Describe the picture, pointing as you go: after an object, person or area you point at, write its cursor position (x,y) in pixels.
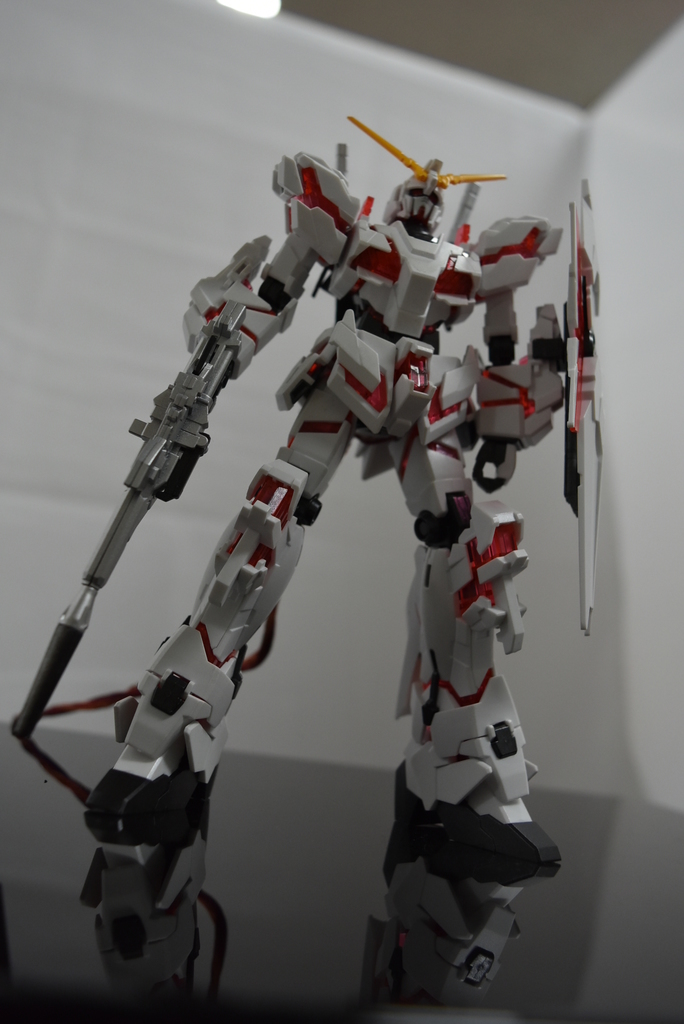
In the middle of this image (404,406), there is a toy robot (450,364) on a surface (104,1023). In the background (161,52), there are light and a white wall (148,171).
